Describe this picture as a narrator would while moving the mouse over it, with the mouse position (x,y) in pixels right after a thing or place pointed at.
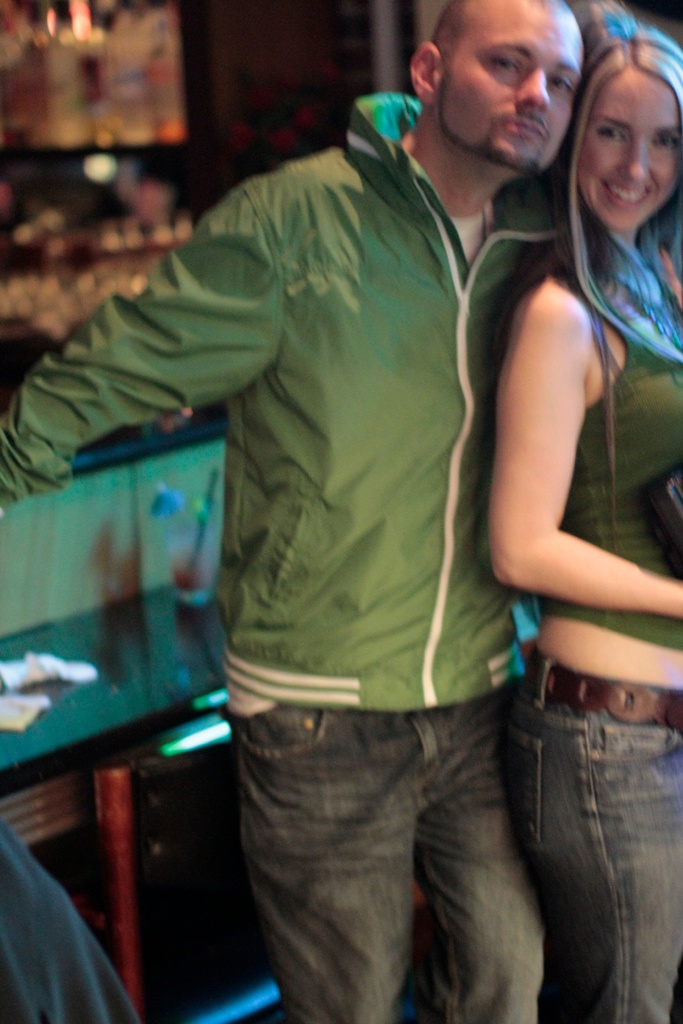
Here I can see a man (407,347) and a woman (624,520) are standing, smiling and giving pose for the picture. On the left side (195,618) there is a table (174,671) on which few objects (18,689) are placed. The background (112,181) is blurred.
